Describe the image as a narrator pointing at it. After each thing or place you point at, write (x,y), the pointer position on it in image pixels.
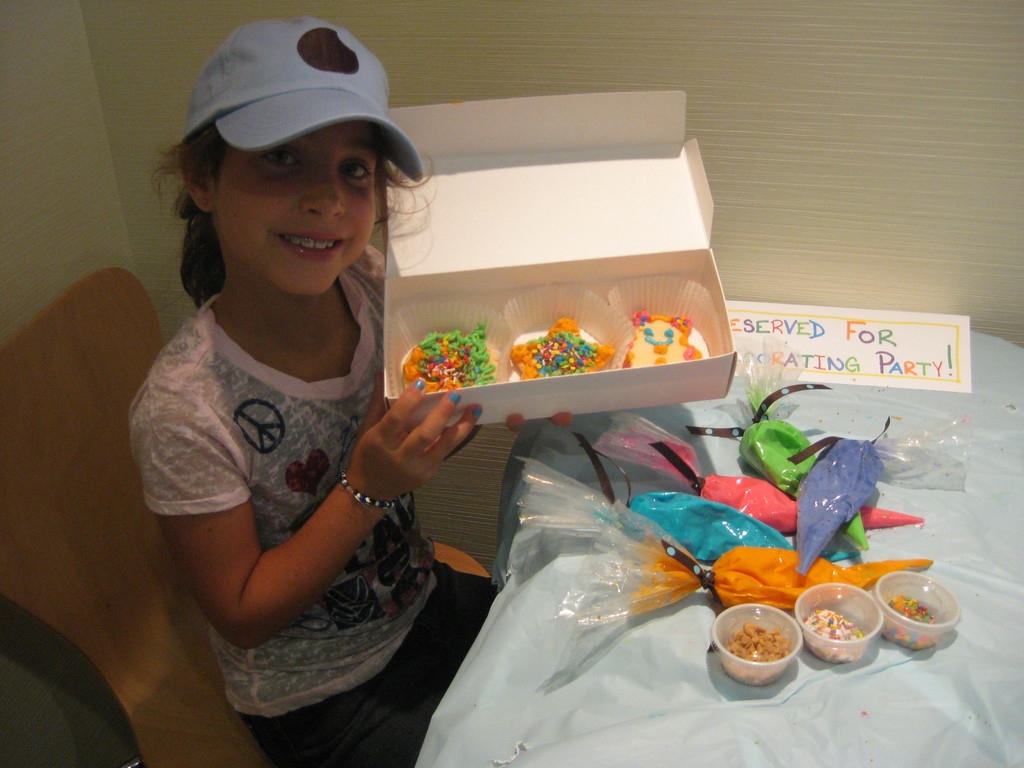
In this image there is a child (214,442) sitting on the chair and holding a box (501,418), in the box (483,387) there are some food items (557,371), there is a table (1001,553), on the table (985,543) there are some food items (819,618) in the cups (818,599), few color packets (820,534) and a board (780,314), there is a wall (708,79).
